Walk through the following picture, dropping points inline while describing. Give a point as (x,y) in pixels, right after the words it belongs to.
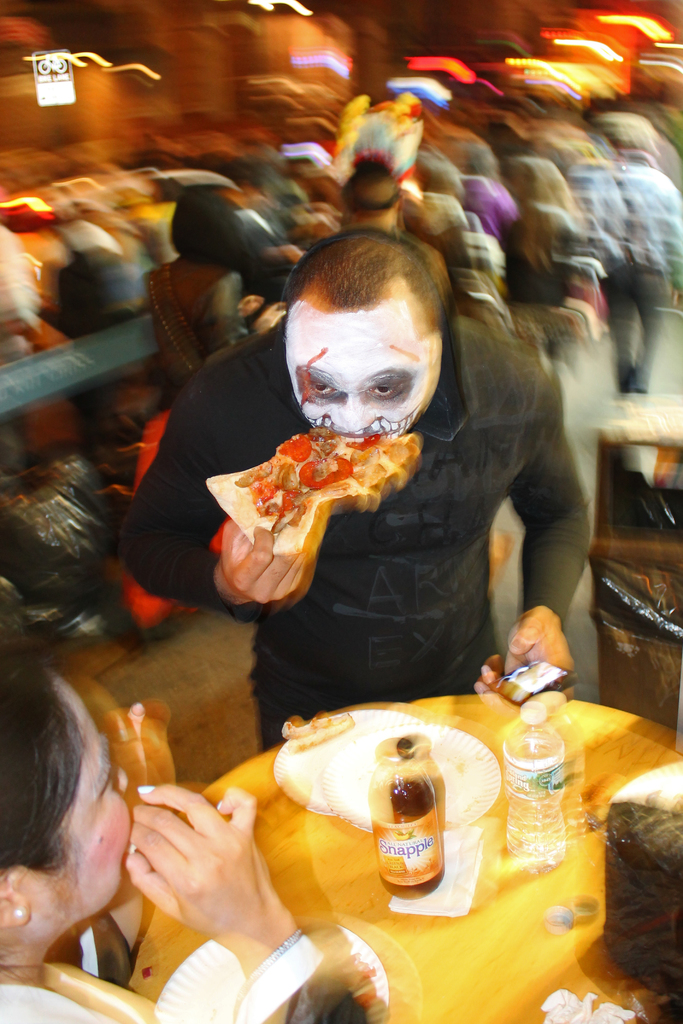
On the left side (52,760), there is a person (45,857) sitting in front of the table (398,961), on which there are bottles (554,742) and other objects (361,750) arranged. In the background (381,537), there is a person (434,440) eating food item (256,506), there are other persons (482,136), there are lights (649,28) arranged and there are other objects (651,419).
